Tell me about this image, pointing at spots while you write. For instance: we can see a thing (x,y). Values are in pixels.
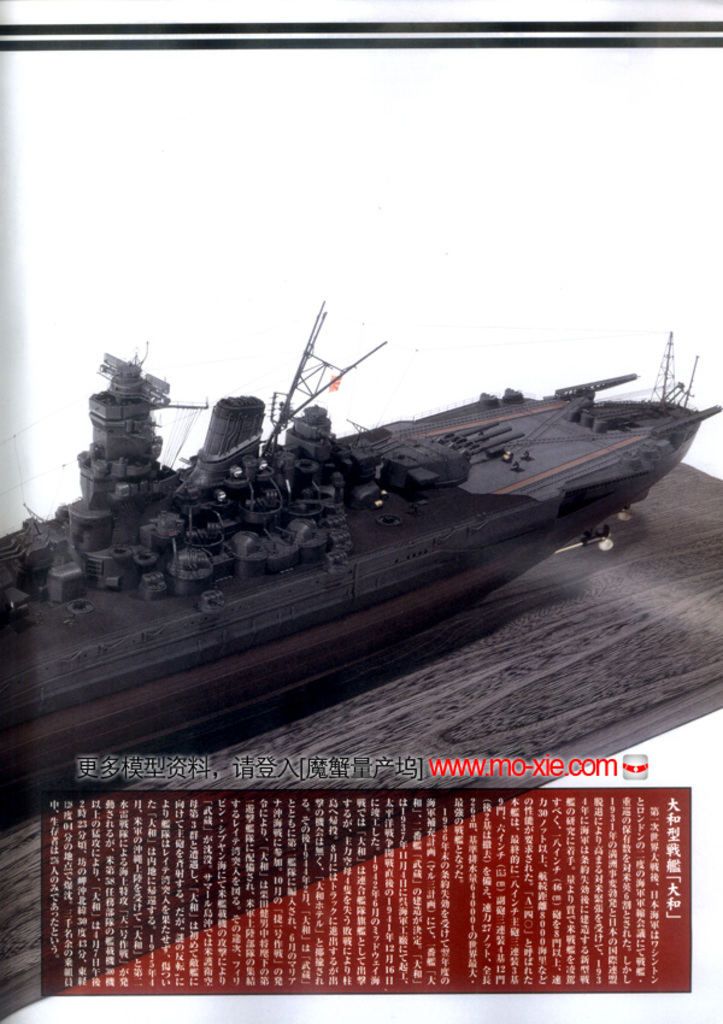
In this picture I can see picture of a warship (401,576) and text (198,895) at the bottom of the picture (381,943).
